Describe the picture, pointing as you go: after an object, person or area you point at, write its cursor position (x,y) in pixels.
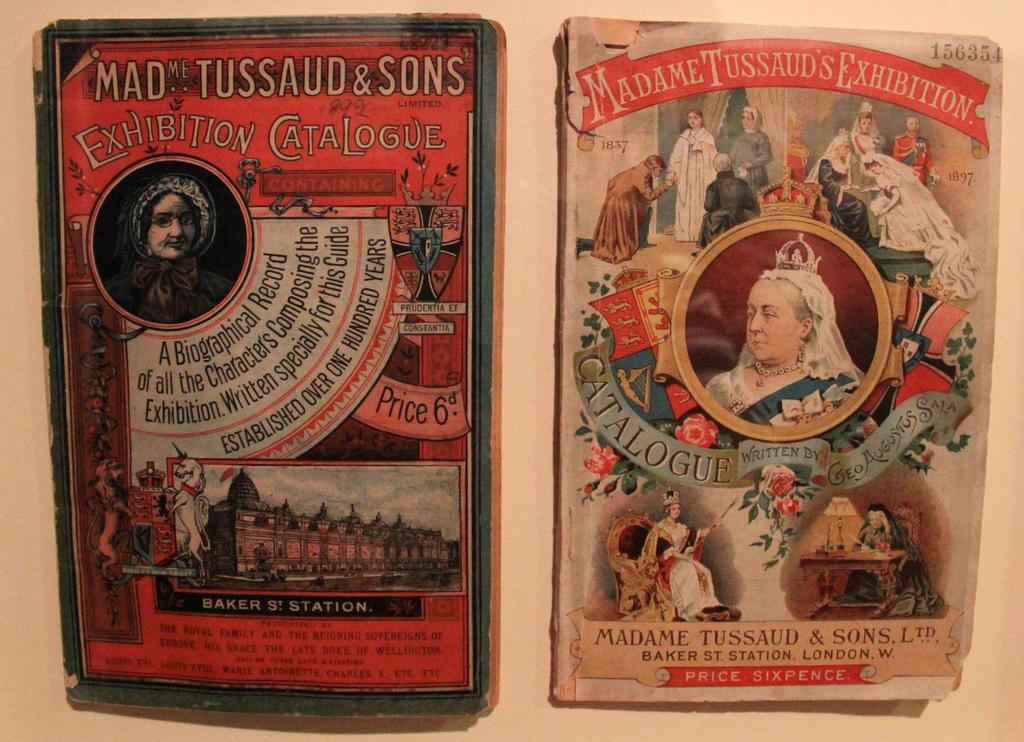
In the image we can see these are the book covers (640,284) and on the cover (196,416) we can see the picture of a person (786,348), this is a flower (790,496), building (366,539), shield (412,255) and horse (197,519).
